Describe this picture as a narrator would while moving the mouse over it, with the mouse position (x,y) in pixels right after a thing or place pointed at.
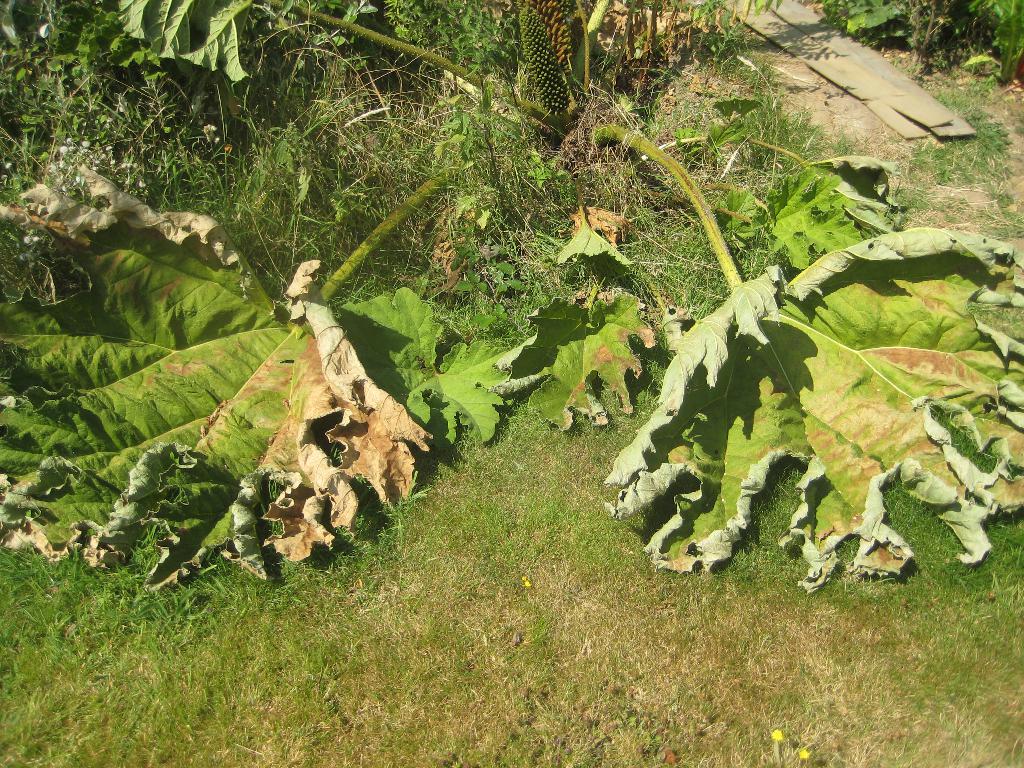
In this picture I can see few plants (623,133) and I can see grass (463,555) on the ground (400,508).
